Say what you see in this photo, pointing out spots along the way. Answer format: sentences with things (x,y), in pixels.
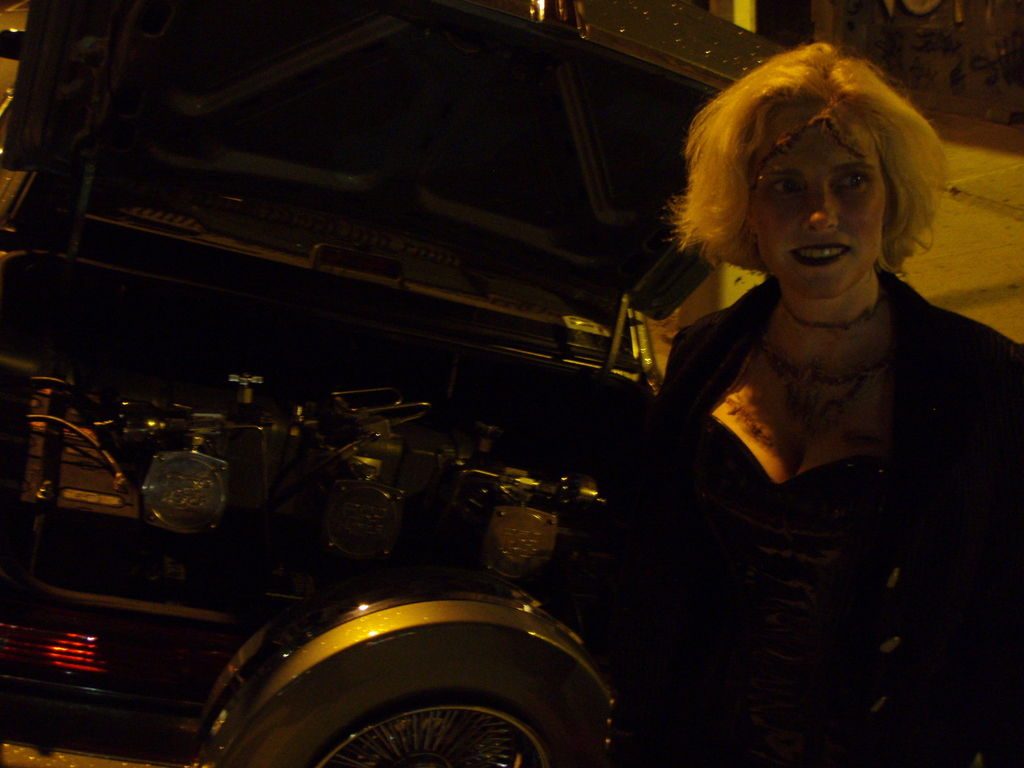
In this image I can see a woman (677,358) and I can see she is wearing black dress (821,549). In the background (257,309) I can see black colour thing (226,255) and I can see this image is little bit in dark.
